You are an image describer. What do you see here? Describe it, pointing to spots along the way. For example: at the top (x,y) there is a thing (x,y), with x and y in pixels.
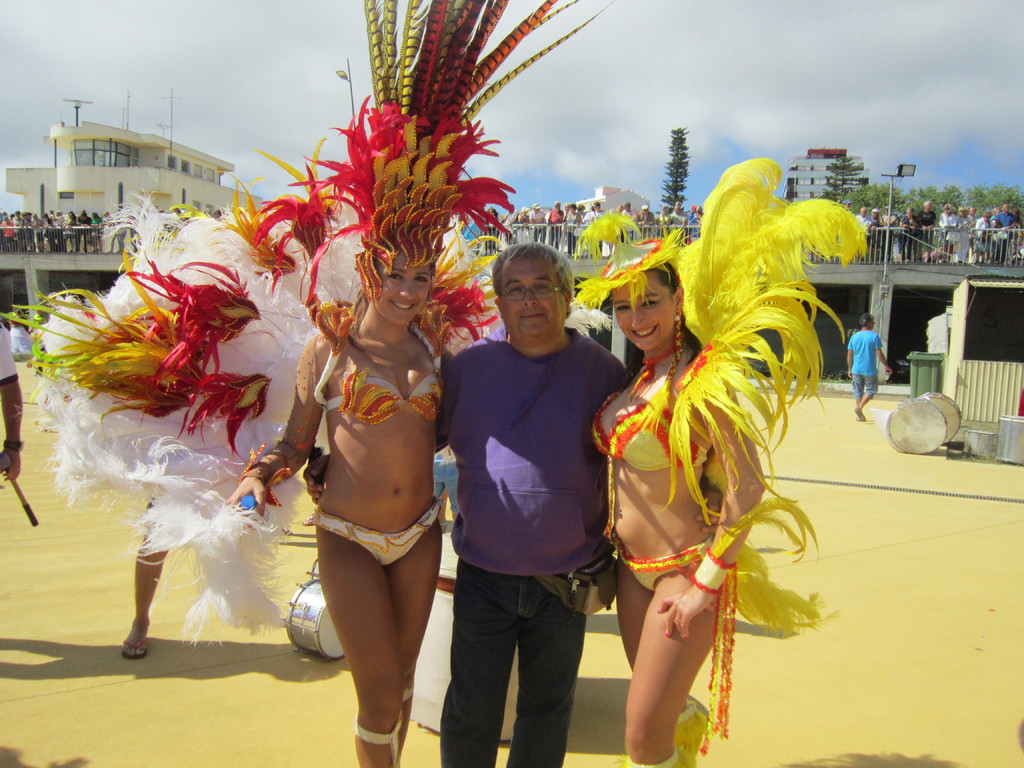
Here we can see two women (422,427) and a man (454,416) in between them as together standing on the ground (233,697). Behind them there are few people (8,358) standing and walking on the ground (839,457). In the background (1008,453) we can see musical instruments (1012,440), dustbin (941,376), poles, buildings (825,353), windows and there are few people (571,211) standing at the fence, trees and sky (557,117).
